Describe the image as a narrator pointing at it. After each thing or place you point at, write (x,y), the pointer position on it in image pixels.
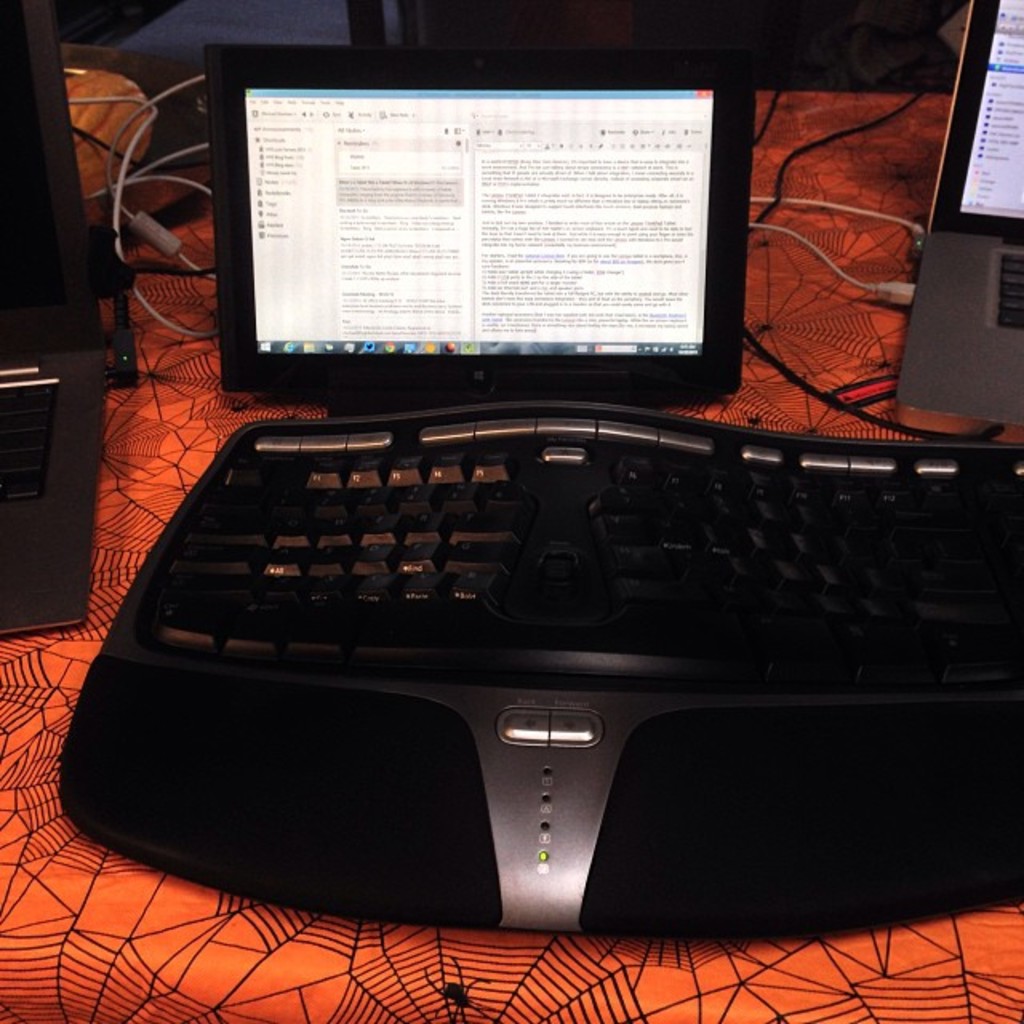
There is a monitor (431,236), laptop (31,341), keyboard (605,526) and other objects (101,239) on a table (219,955). Which is covered with an orange color cover (347,963).
